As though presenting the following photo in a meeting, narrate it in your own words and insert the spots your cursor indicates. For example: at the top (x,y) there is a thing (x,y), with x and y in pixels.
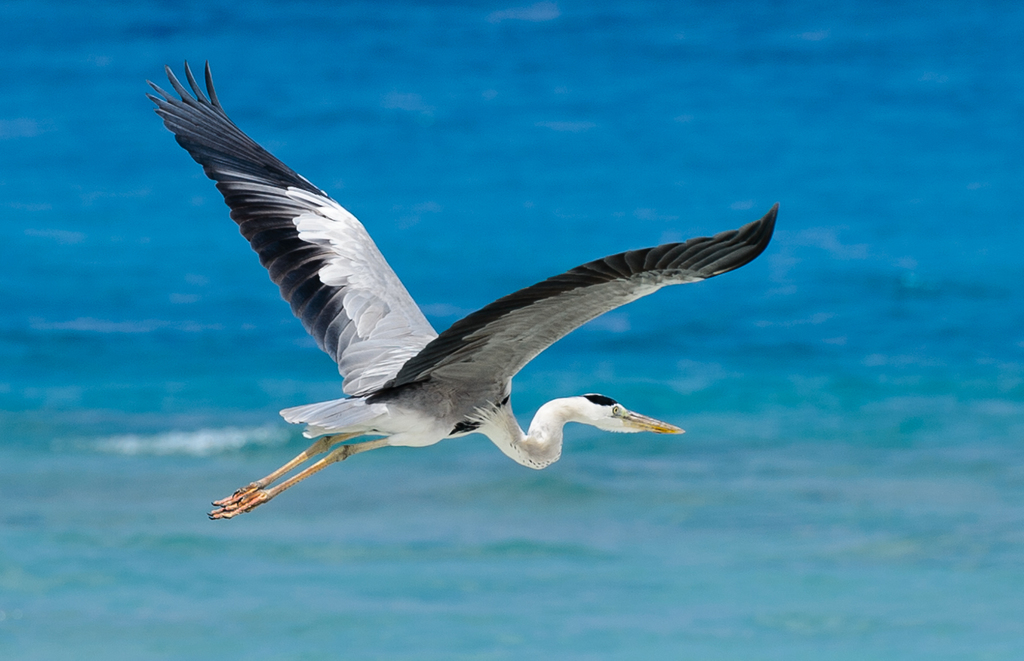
In the center of the image (530,312), we can see a heron (434,377) and in the background (814,367), there is water (757,407).
